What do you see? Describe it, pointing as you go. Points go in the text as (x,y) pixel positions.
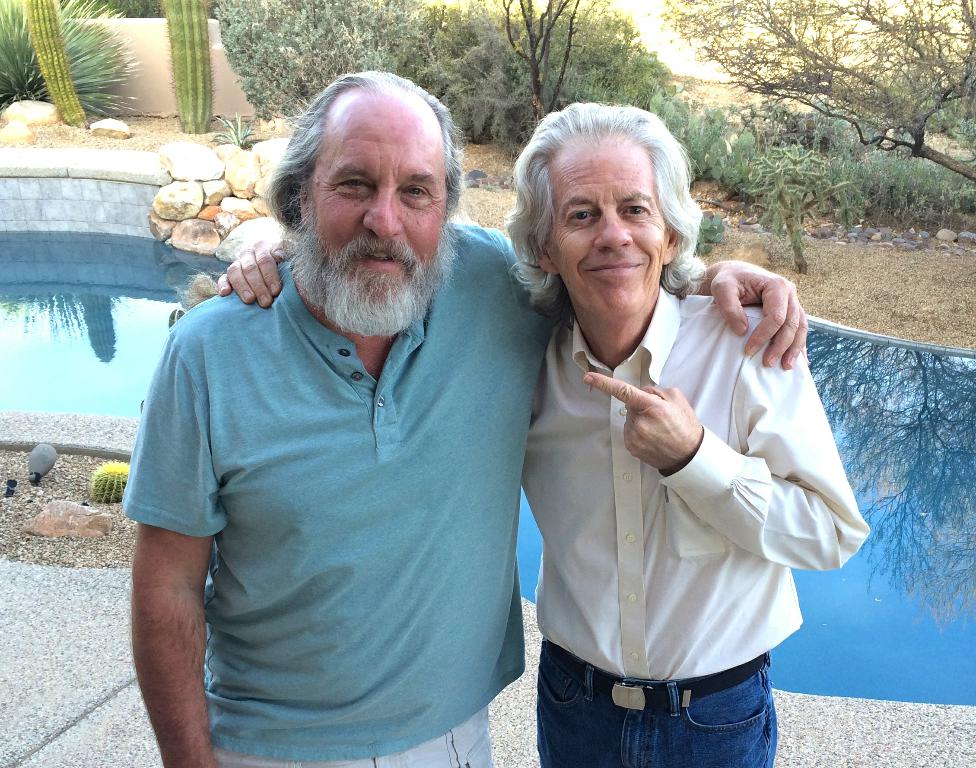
In the image there are two old men (496,360) standing beside each other and behind them there is pool (60,401) followed by rocks (215,191), cactus plants (53,61) and another plants (824,118) on the land (894,256).
